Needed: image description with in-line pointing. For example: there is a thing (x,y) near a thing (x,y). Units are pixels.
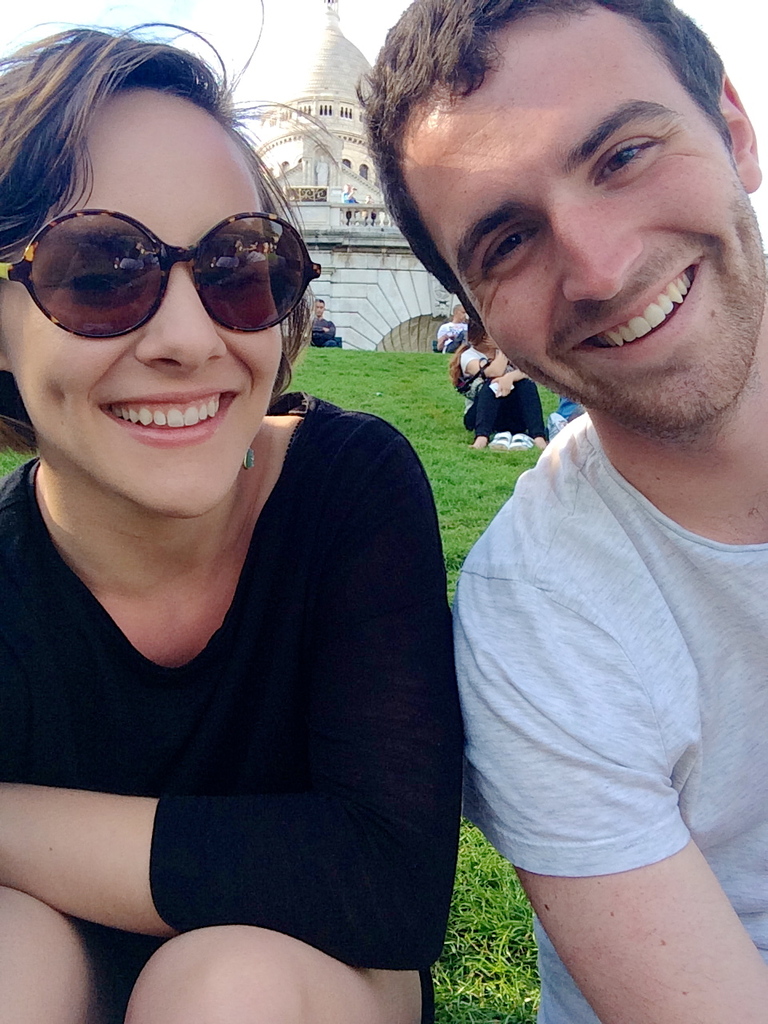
Here we can see a woman (259,294) and a man (562,341). They are smiling and she has goggles (159,272). In the background (383,301) we can see a building (419,341) and few persons (481,421).
